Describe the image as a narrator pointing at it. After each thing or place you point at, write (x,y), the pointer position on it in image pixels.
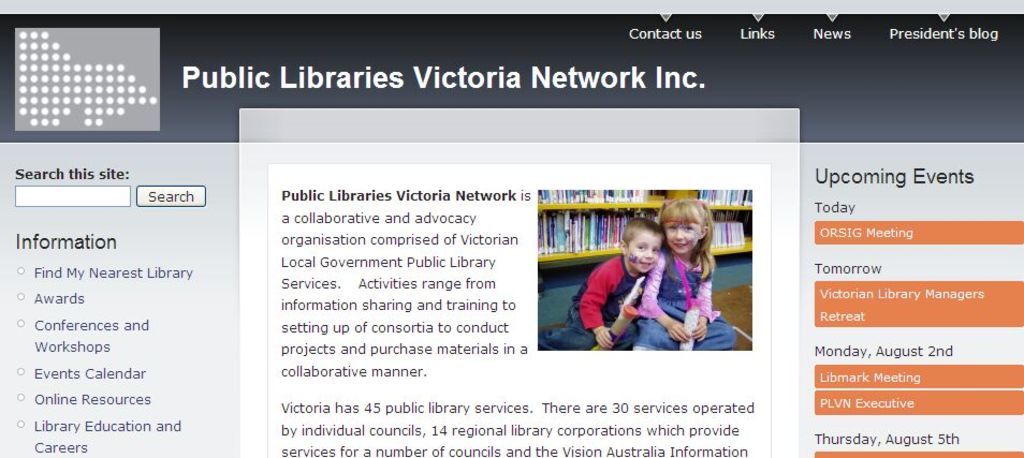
In this image we can see a picture (418,207) which looks a website page (792,277) with text (296,246) and an image (691,264) of kids (668,228).
